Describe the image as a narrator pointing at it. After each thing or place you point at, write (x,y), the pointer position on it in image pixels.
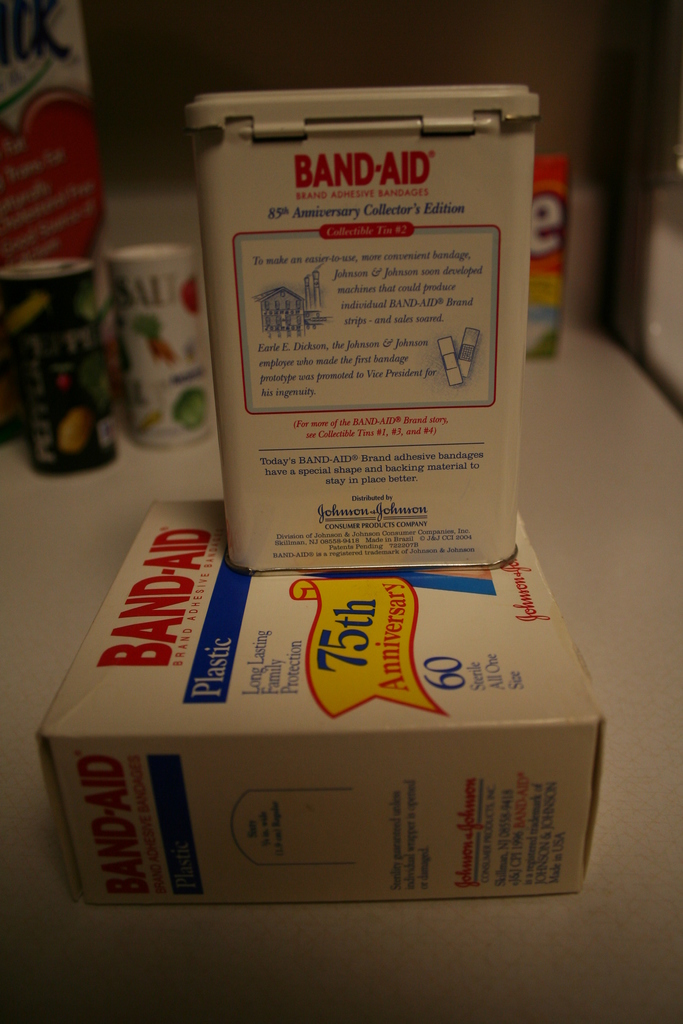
In this image there is a table (336,952) and we can see a carton (312,888) and tins (298,345) placed on the table (13,740).
